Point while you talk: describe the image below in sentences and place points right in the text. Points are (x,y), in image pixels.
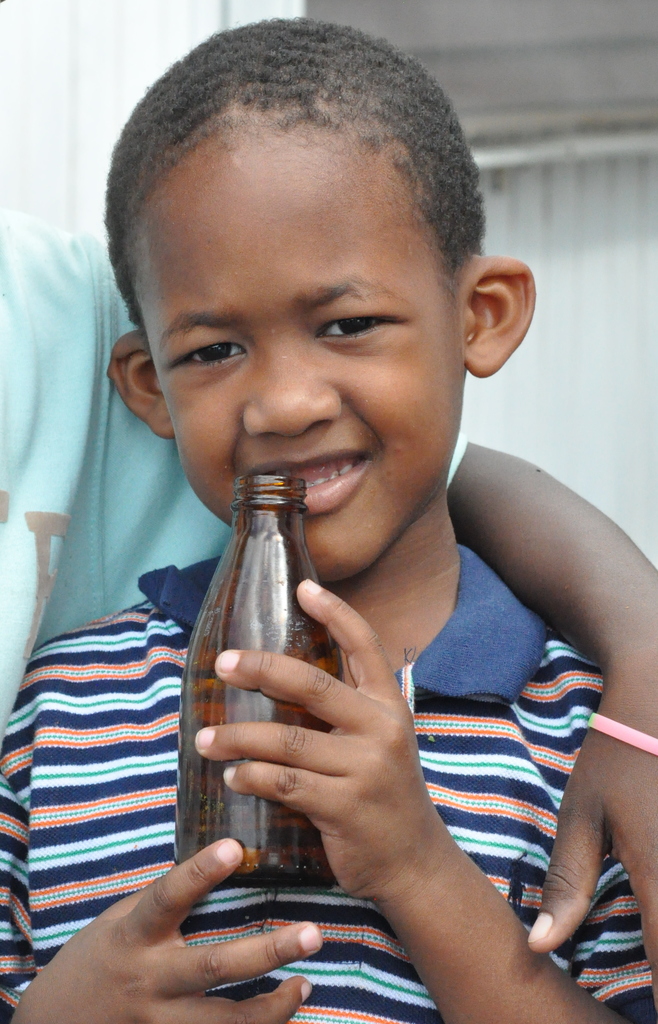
This kid (451,453) is highlighted in this picture. This kid (138,621) is holding a bottle (297,832). Beside this kid (354,685) another person (53,341) is standing and this person (51,391) kept his hand (627,681) on this kid shoulder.
